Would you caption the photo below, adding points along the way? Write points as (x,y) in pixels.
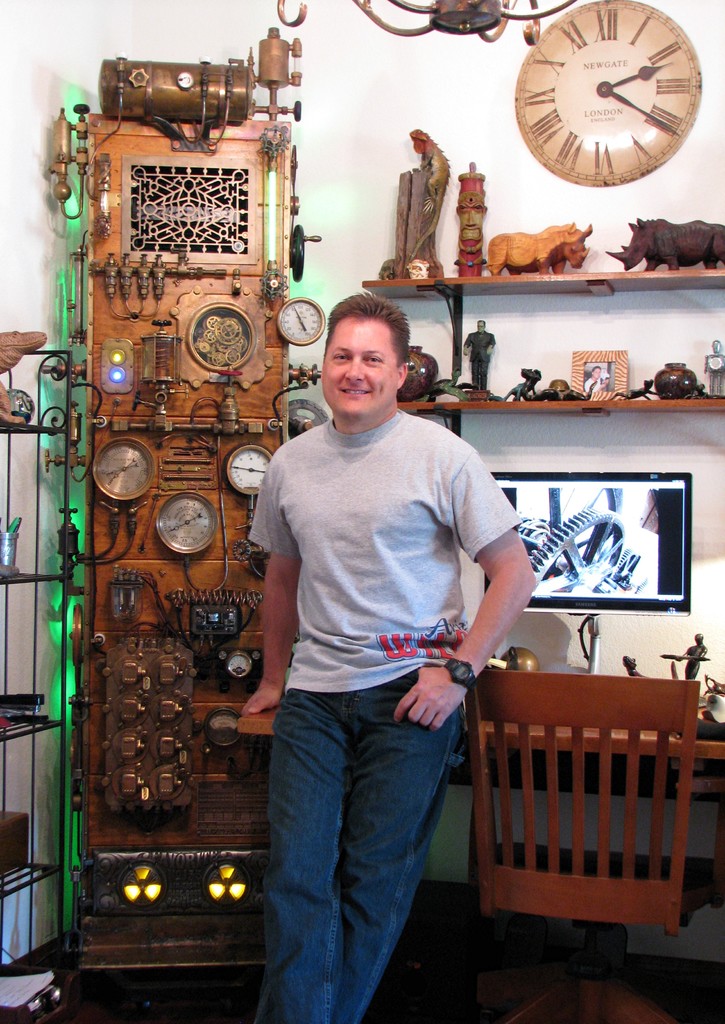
In this picture, we see a man (446,664) is standing. He is smiling and he is posing for the photo. Behind him, we see a table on which the toy statues (720,683) and a monitor (609,579) are placed. Beside that, we see a Steampunk computer (133,605). On the left side (65,499), we see a rack (14,973). In the background (566,389), we see the shelves (488,408) in which the toy statues (537,245) and a photo frame (586,377) are placed. In the background (441,149), we see a wall (451,107) on which a clock (573,46) is placed.
